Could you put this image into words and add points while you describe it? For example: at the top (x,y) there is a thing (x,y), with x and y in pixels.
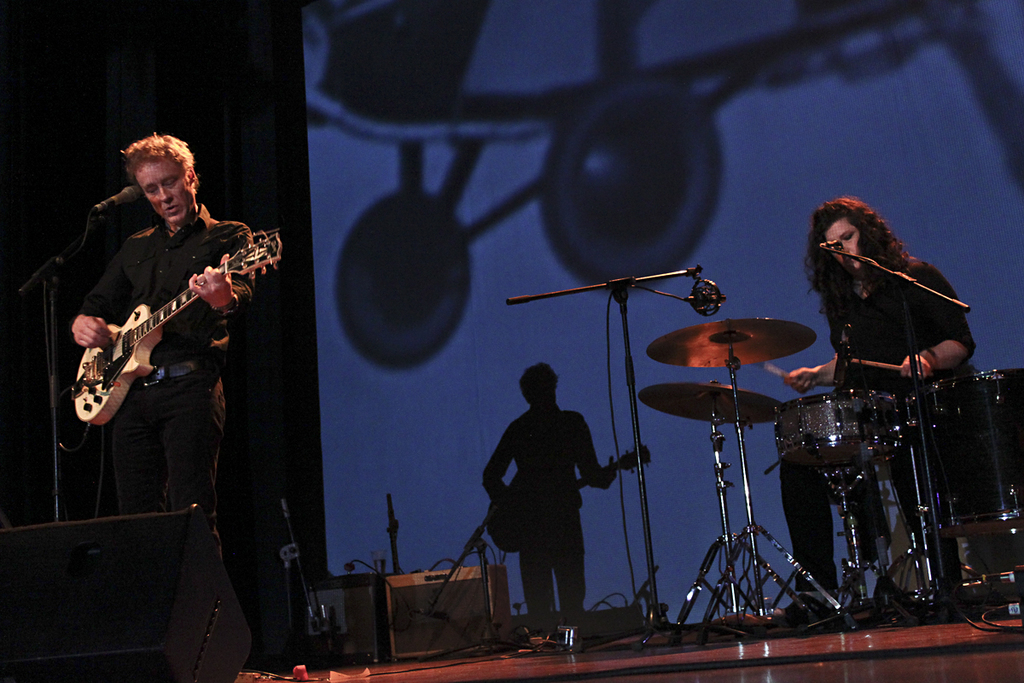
In this image i can see a man (165,269) and a woman (829,368), a man (175,261) is holding the guitar (167,315) and playing there is a microphone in front of the man (177,196). The woman (869,312) is standing and playing the drums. At the background (711,187) i can see a screen (500,132).
